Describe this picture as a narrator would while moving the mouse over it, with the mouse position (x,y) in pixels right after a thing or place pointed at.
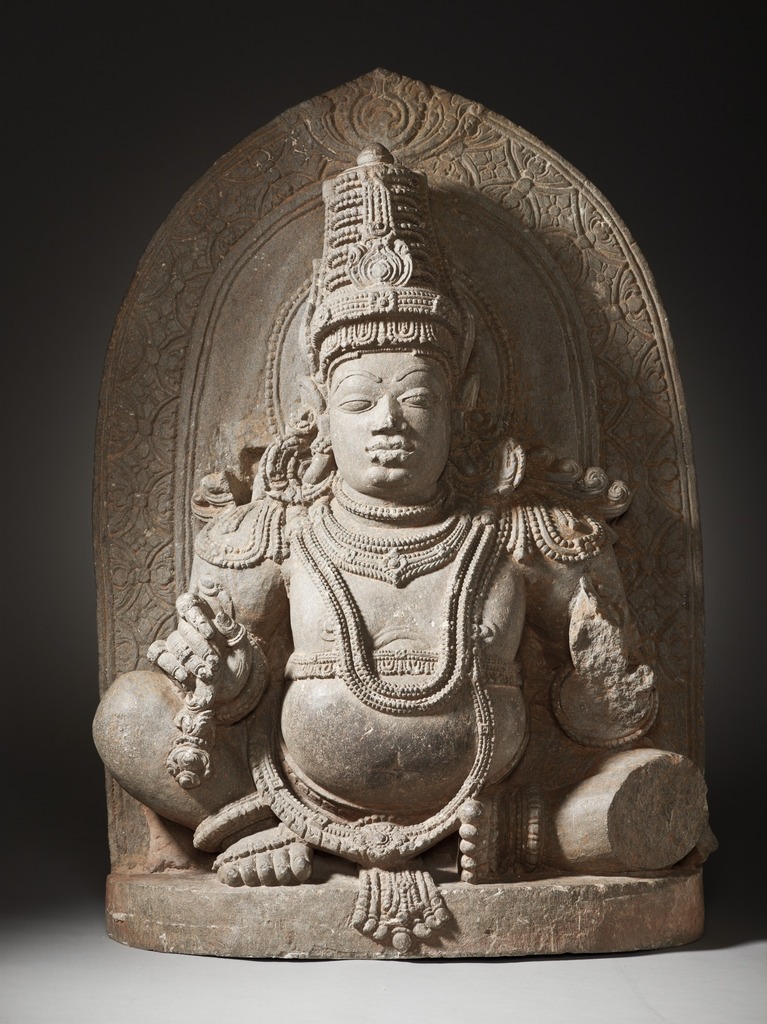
In this image I can see a statue (281,287) which is in grey and brown color. Background (310,47) is in black color.
